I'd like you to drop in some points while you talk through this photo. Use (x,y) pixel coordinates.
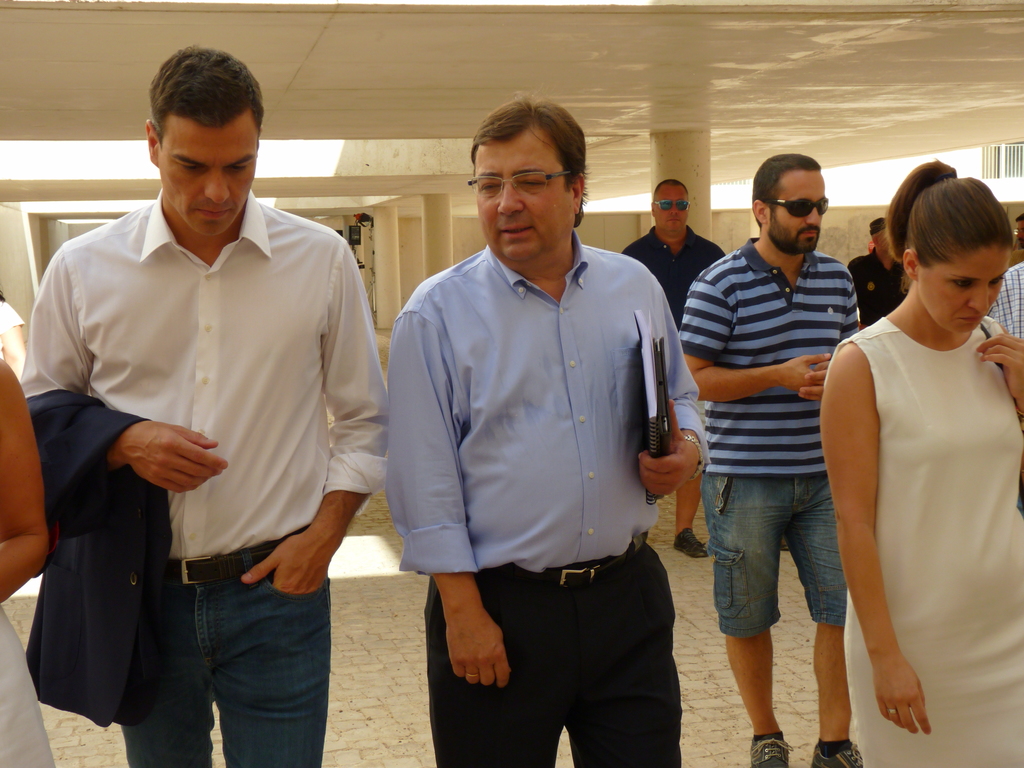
In this image I can see group of people (616,539) walking, the person (343,365) in front (244,342) wearing white shirt (235,355), blue jeans (209,611) and the person (579,565) at right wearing blue shirt (591,546), black pant (624,616) and holding few papers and books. Background (685,142) I can see pillars (671,147) and the wall (825,235) in cream color.
